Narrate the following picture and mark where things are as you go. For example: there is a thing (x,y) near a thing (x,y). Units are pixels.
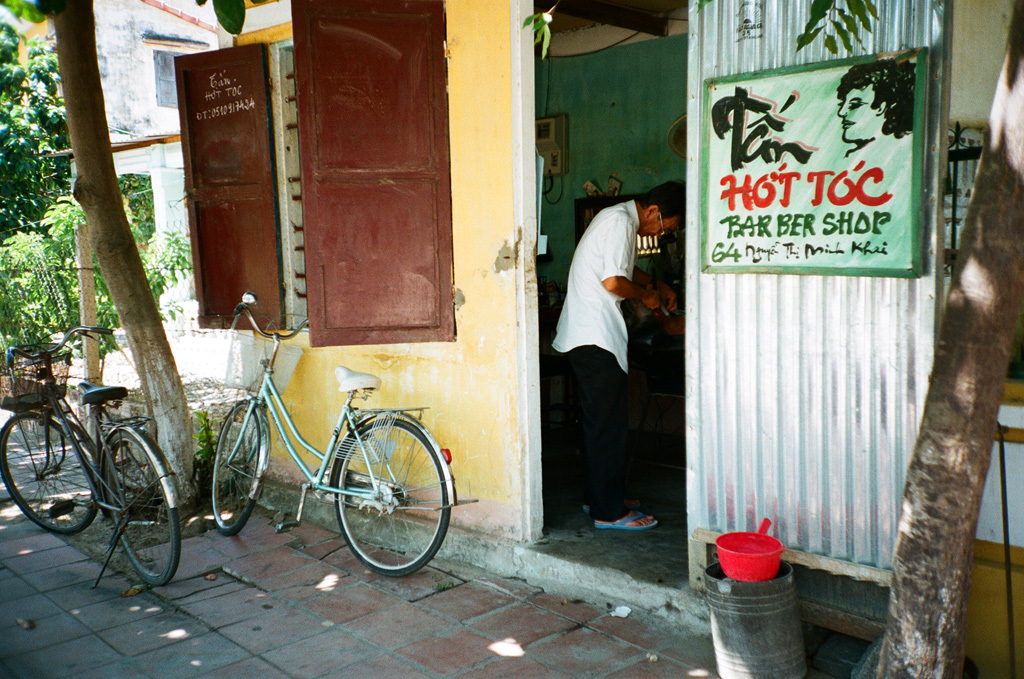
In the picture I can see bicycles (241,469) parked here, I can see trees (111,208), windows (438,314) on the left side of the image (214,148). Here I can see a bucket (761,603), red color object (754,541), a person (606,400) wearing the white color shirt (586,274) is standing here and I can see a board (725,268) on the right side of the image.
